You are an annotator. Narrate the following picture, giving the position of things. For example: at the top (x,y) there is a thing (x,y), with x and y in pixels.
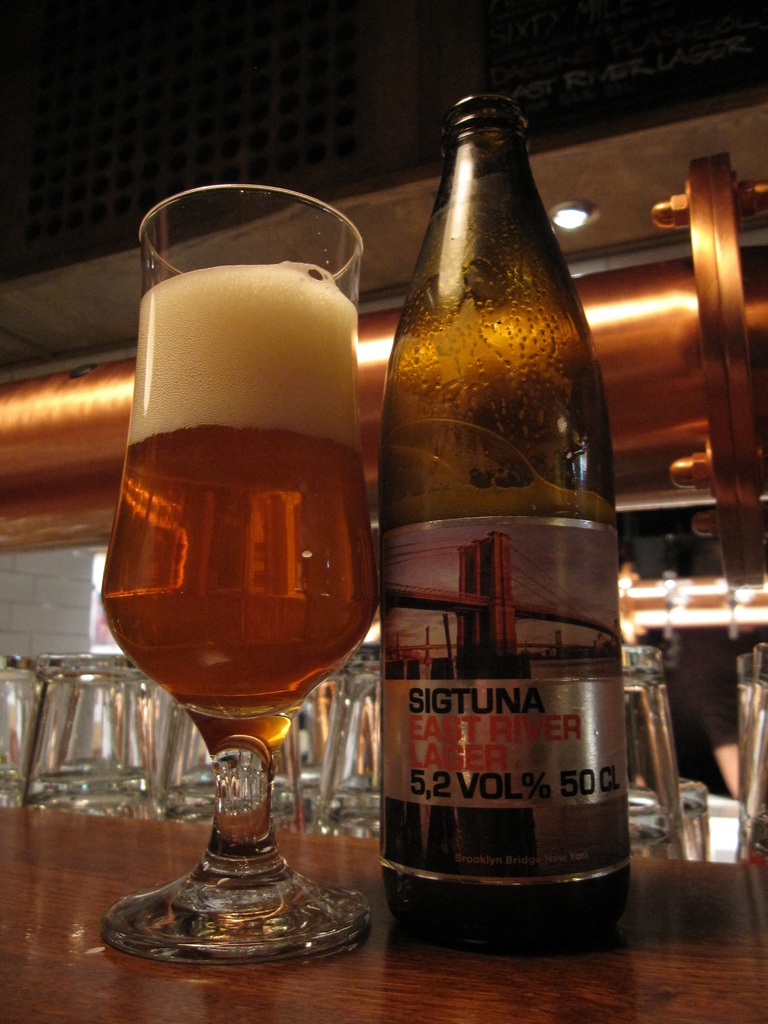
In this picture we can see a table (530,976), there is a bottle (540,785) and a glass of drink (284,685) present on the table (409,1004), In the background (357,673) we can see some glasses (85,753), we can see a light (591,212) here.
